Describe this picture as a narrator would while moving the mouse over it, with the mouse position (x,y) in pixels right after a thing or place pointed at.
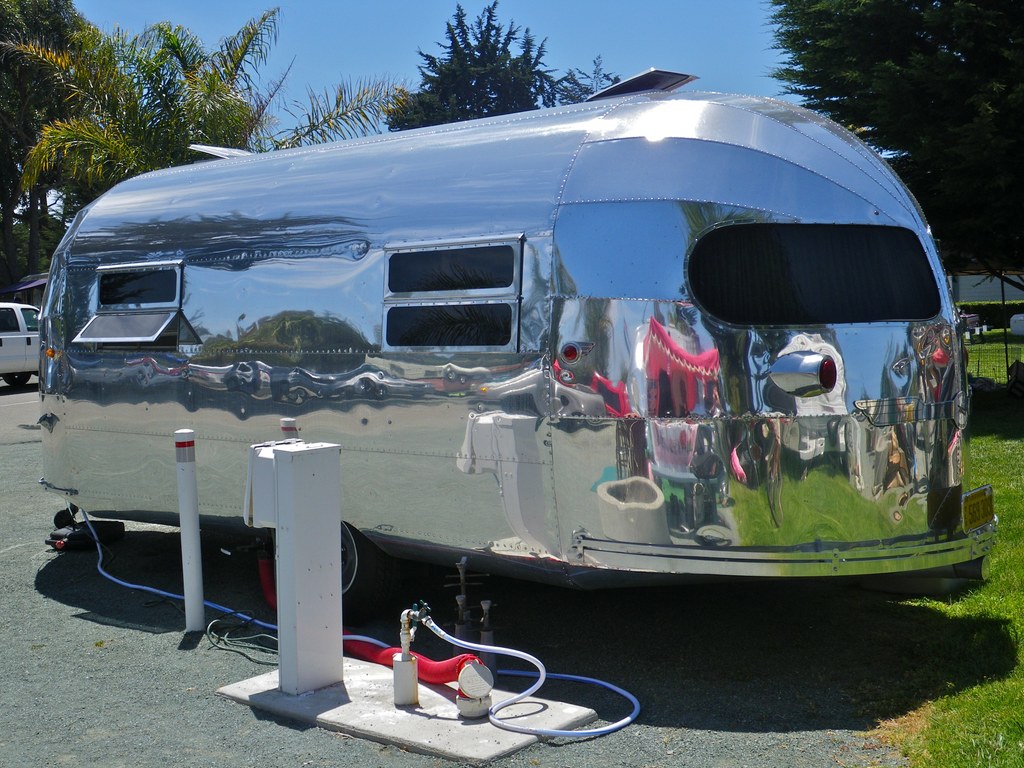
In this picture there is a travel trailer (571,339) in the center of the image (643,282) and there are plants (19,94) at the top side of the image (523,110).
